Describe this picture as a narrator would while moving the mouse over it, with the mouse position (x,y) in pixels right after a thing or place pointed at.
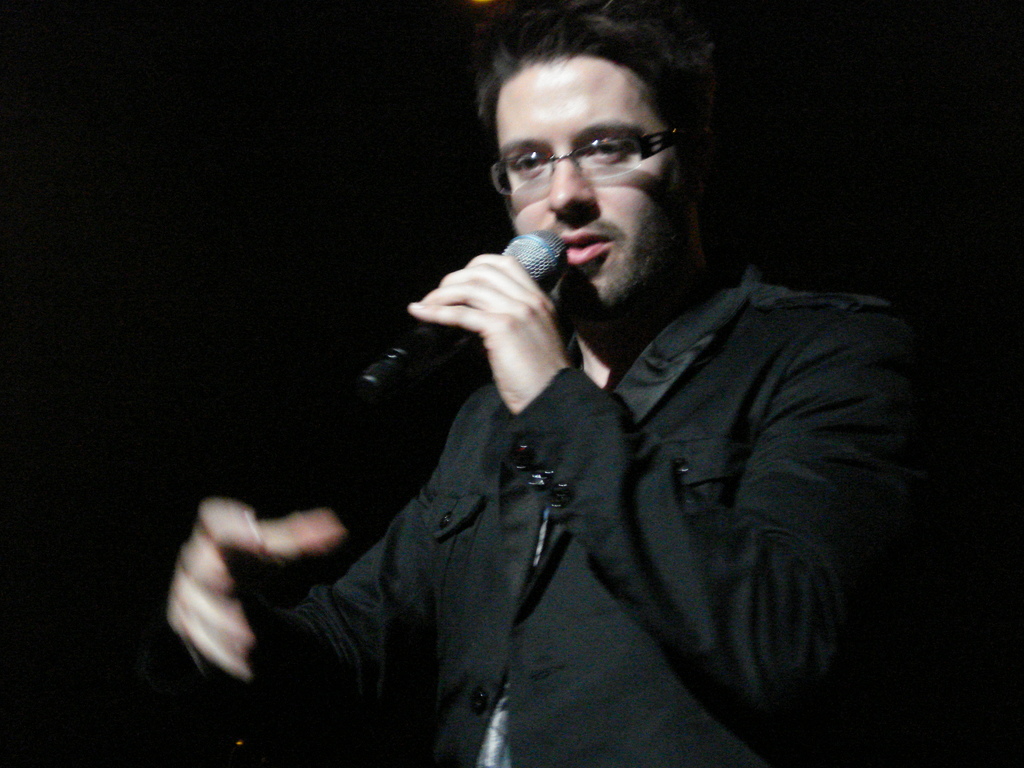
In this image I can see a person (660,357) wearing black colored dress (666,550) and spectacles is standing and holding a microphone (398,355) in his hand (517,340). I can see the black colored background (280,303).
